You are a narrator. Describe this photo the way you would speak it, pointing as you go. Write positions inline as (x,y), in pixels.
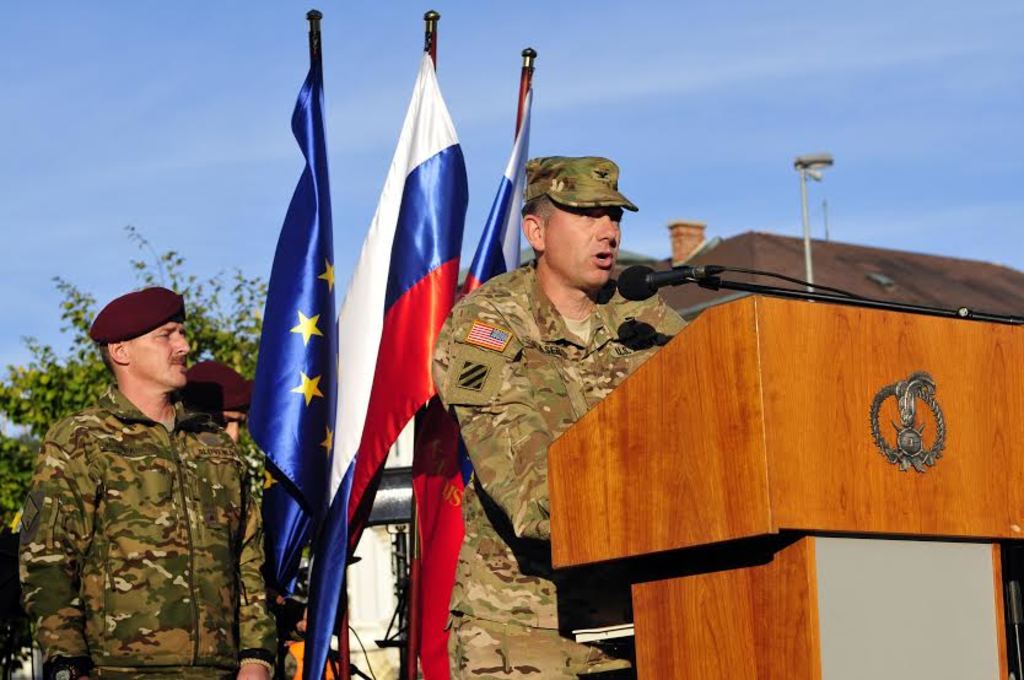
In the center of the image (535,263) there is a person (508,458) standing at the desk (812,316). On the desk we can see mic (650,296). On the left side of the image (312,418) we can see flags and persons (164,422). In the background (155,256) we can see building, trees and sky (89,120).
